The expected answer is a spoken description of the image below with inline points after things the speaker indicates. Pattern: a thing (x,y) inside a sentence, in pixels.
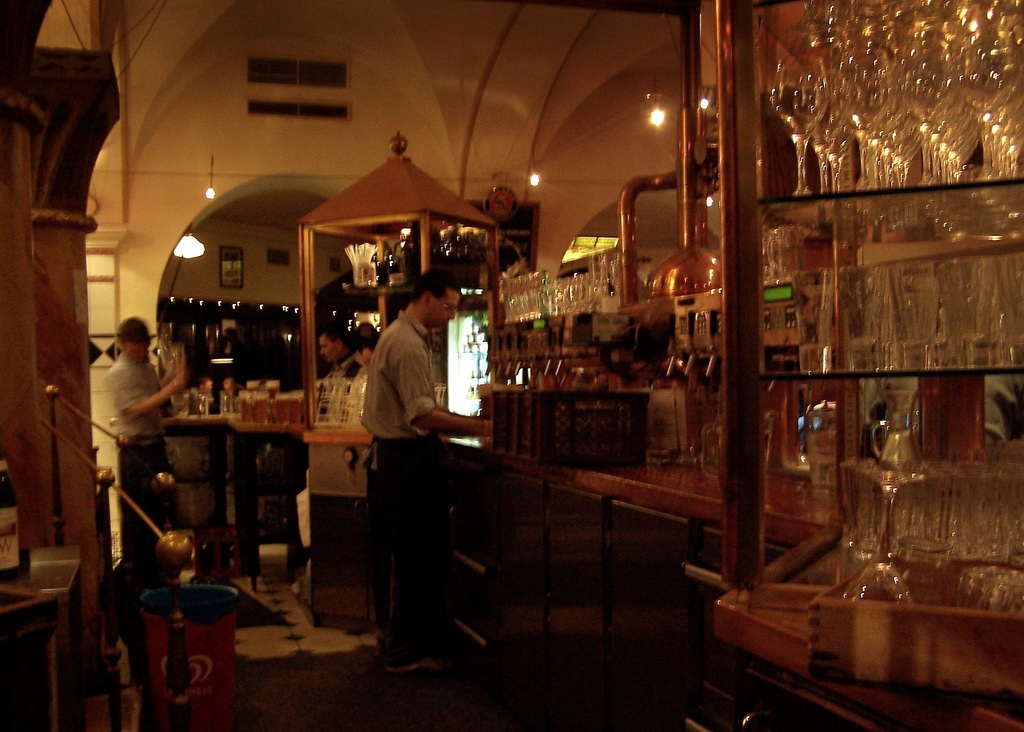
In this image, in the middle (412,348) there is a man (446,570). On the right (873,438) there are glasses (910,280), shelves (770,373), cupboards (688,585), baskets (642,445), lights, machines (764,338), some other objects (632,409). On the left (227,343) there are people (368,365), lights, railing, table (49,562), bottle (12,528), photo frame (238,282), shelves (342,291), glasses (285,388), roof (574,108).
